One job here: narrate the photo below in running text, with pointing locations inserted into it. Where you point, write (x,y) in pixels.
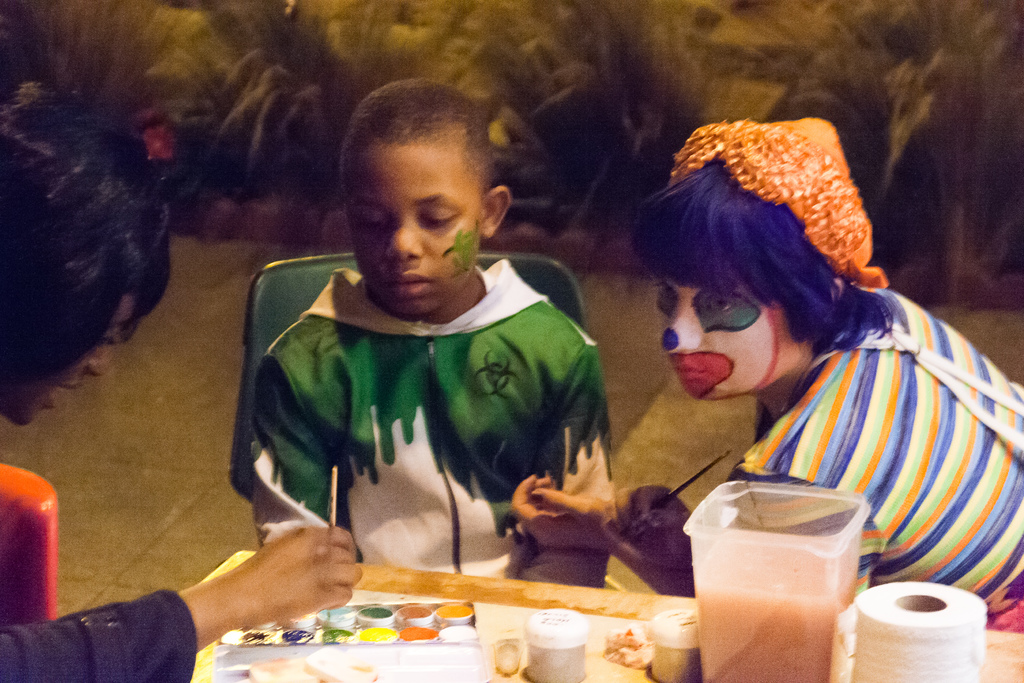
In this image we can see some plants (1007,146), one boy (424,338) sitting on the chair (288,299), one woman (895,388) with orange cap (818,193) holds a paint brush (667,497) and her face (696,395) was painted with colors (723,371). One woman (312,561) near to the orange chair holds a paint brush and some different objects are on the surface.
